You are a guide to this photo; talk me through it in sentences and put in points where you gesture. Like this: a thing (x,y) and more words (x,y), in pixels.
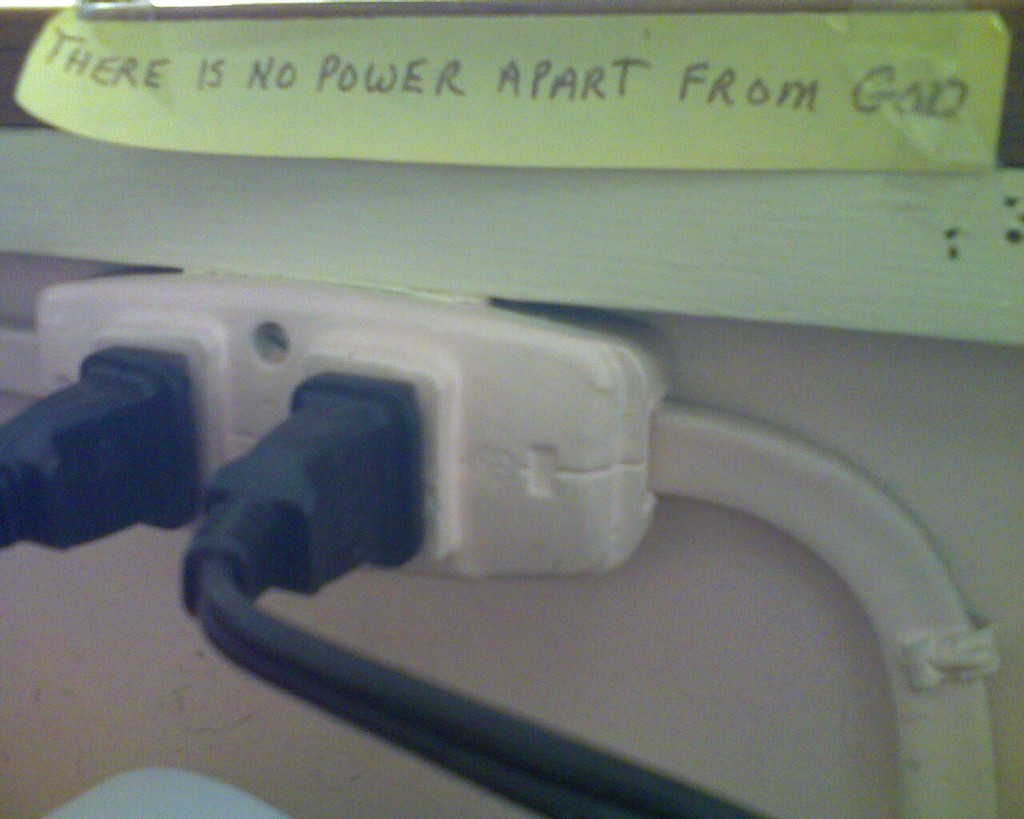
This is a paper (340,106), which is attached to the board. Here is a socket (459,460) with two cables (134,478) attached to it.
